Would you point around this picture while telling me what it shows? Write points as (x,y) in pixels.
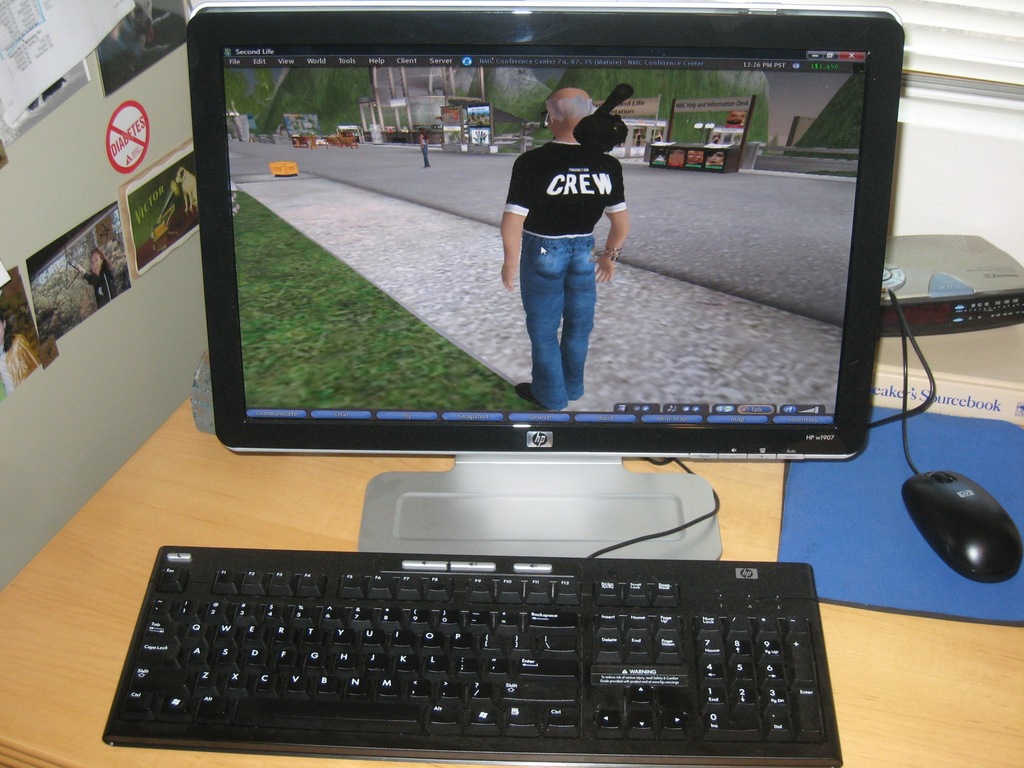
There is monitor (843,298), keyboard (672,601), mouse (944,512) is present on the desk (1012,678). There are photo frames (49,297) on the wall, there a person (528,243) is standing on the road (709,238).
